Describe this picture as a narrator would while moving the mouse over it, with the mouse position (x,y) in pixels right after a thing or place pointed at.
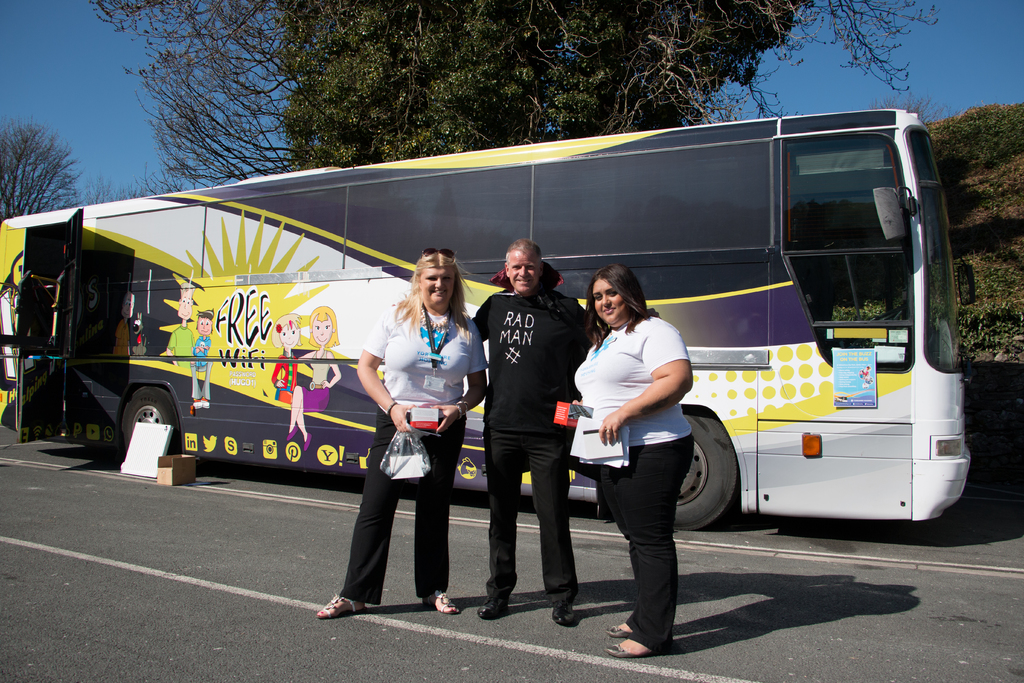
In this image I can see three persons (632,445) standing. The person (648,440) at right (687,425) wearing white shirt (671,420), black pant (657,445), the person (541,365) in the middle (559,439) wearing black dress (526,367) and the person (482,378) at left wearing white shirt (407,381), black pant (373,441). Background (334,324) I can see a vehicle (197,381), trees (374,93) in green color and sky (76,80) in blue color.
